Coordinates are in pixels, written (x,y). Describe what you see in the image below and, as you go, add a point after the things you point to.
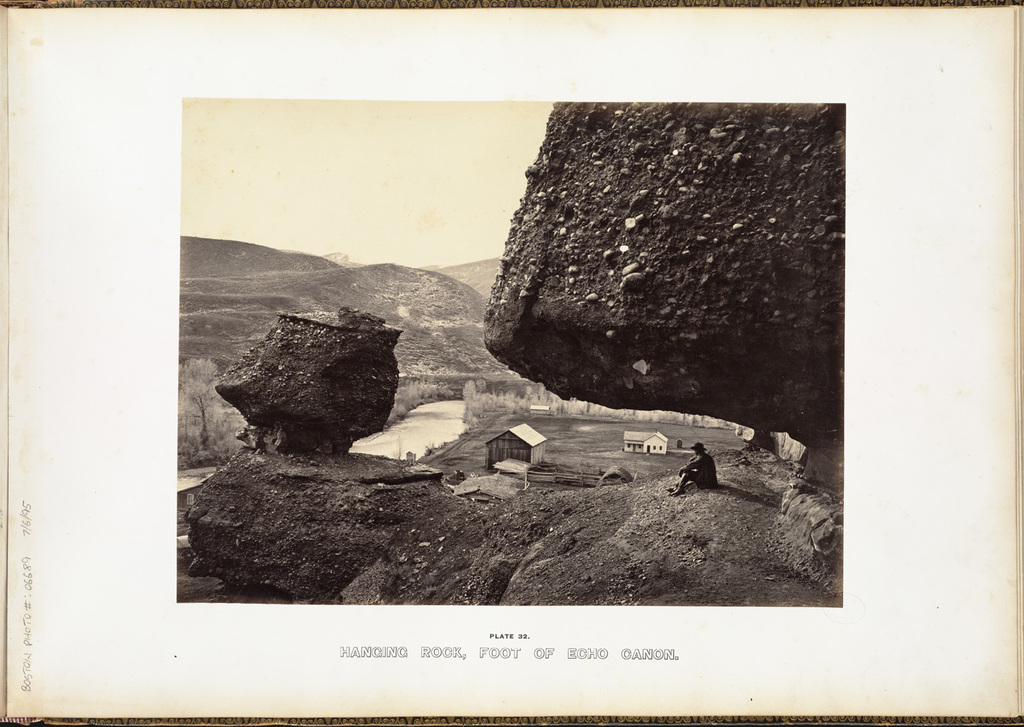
In this picture we can observe a man (683,478) sitting on the rock (617,505). We can observe rocks (533,333) here. There is a house (645,443) and a shed (521,445) here. We can observe a lake (409,427). There are some trees (503,397). In the background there is small hill (355,273) and a sky (364,193).
